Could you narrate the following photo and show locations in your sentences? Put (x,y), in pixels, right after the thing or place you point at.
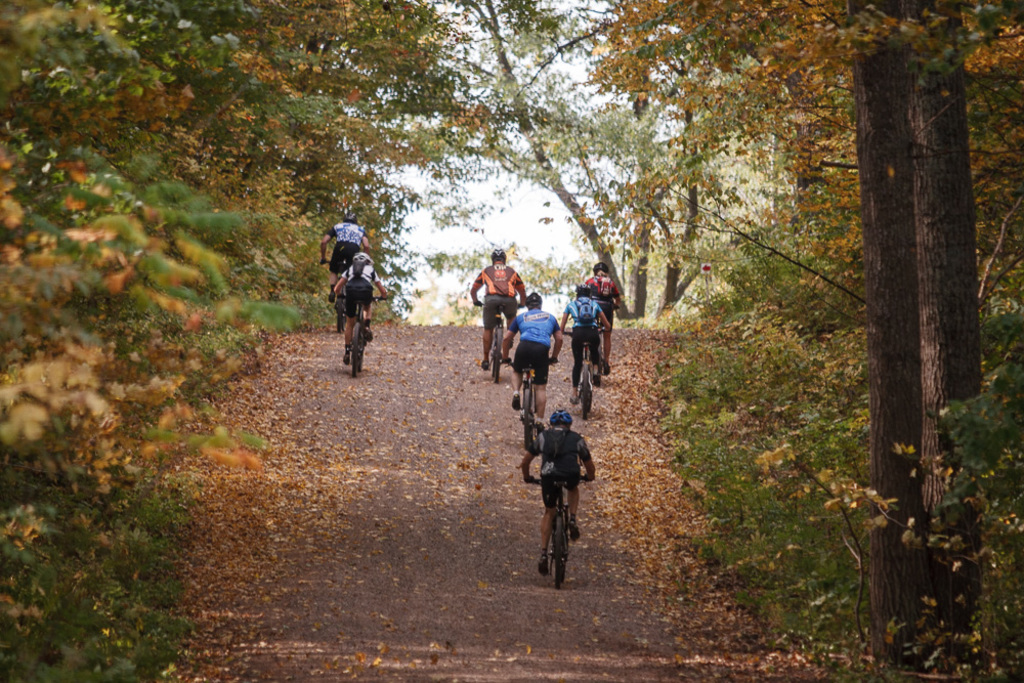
In this image I can see a group of people (589,464) are riding bicycles (532,380) on the road (443,511) and trees (244,266). In the background (536,228) I can see the sky (530,210). This image is taken may be during a day.
